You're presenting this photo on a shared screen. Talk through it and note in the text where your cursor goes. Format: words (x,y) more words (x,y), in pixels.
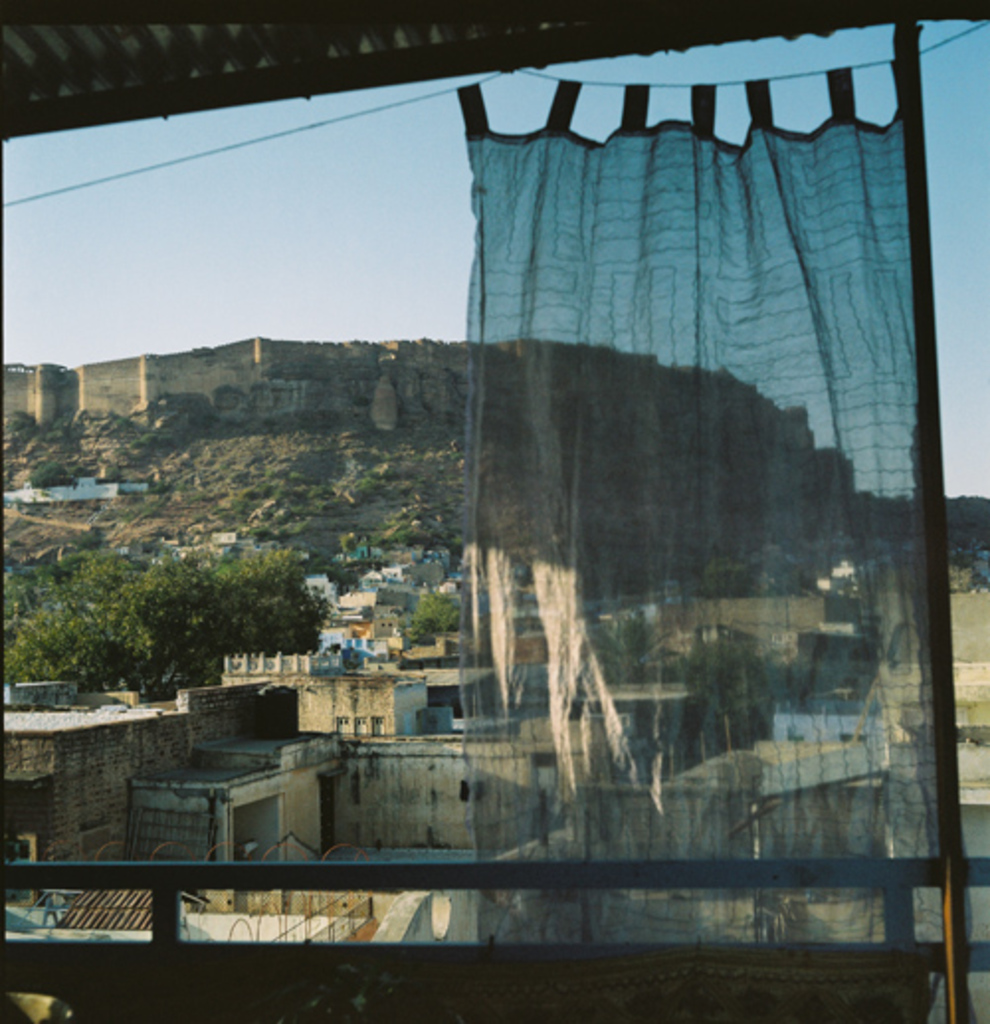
This image consists of many houses (404,714). On the left (145,645), there is a tree (123,617). In the background (79,406), we can see a wall (29,406). At the top (273,242), there is a sky (231,233). In the front (741,490), there is a curtain (723,483) in blue color. At the top (166,97), there is a shed (134,83). At the bottom (13,948), we can see a railing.
